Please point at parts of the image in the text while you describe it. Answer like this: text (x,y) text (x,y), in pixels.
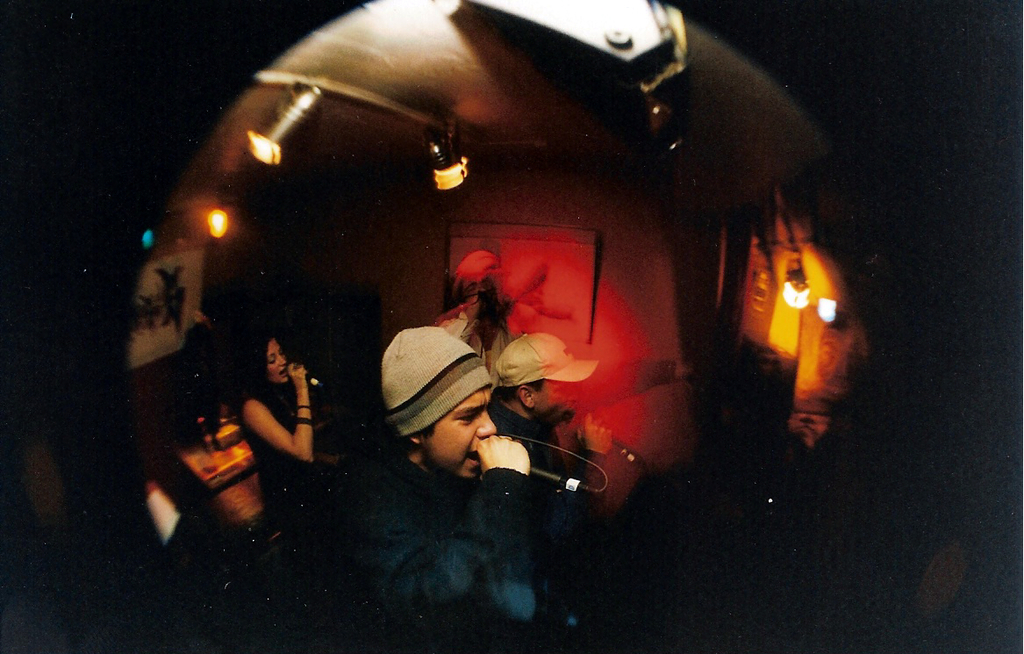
In this image I can see a man (514,491) is singing in the microphone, he wore coat (394,533), cap (408,387). On the left side (266,356) there is a woman (296,440) also doing the same, at the top (431,171) there are lights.
